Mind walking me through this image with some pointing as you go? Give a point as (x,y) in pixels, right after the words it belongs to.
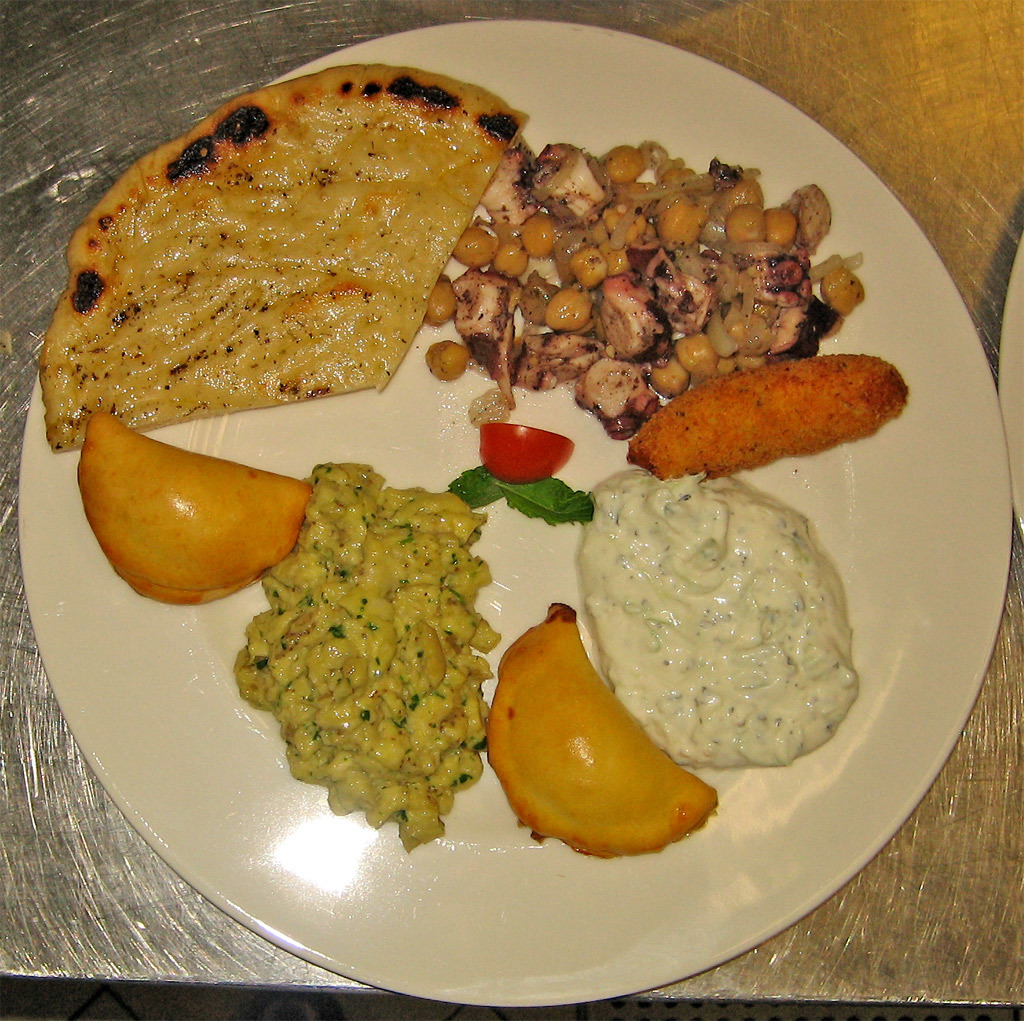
In this image, I can see the food items (309,590) on a plate (512,854), which is kept on an object (762,73).
